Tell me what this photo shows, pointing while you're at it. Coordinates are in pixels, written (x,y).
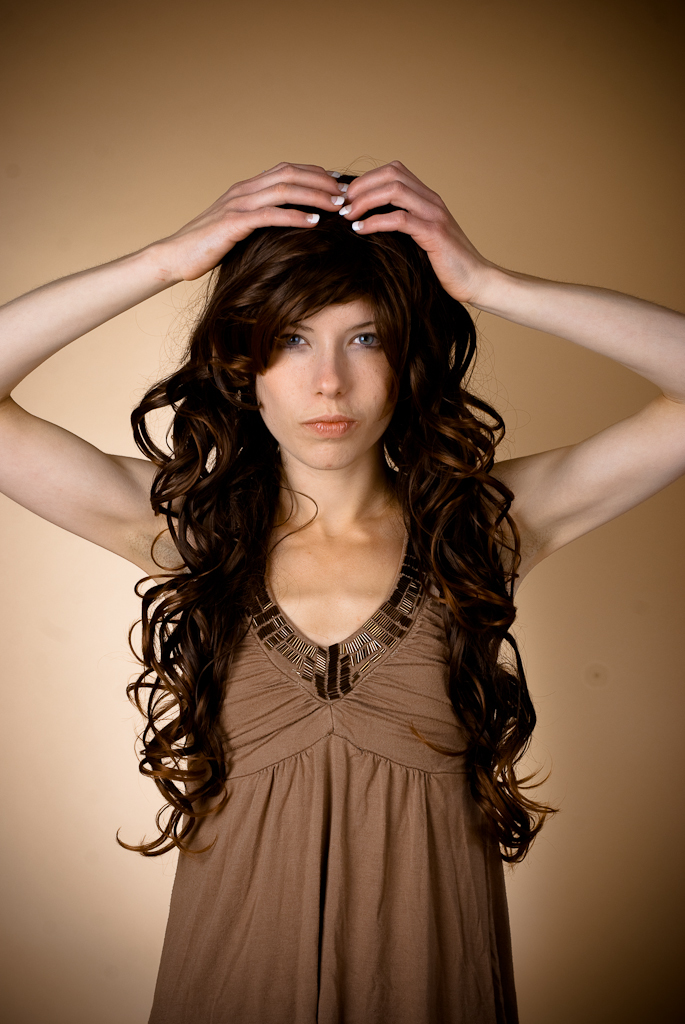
In this picture we can observe a woman (278,759) wearing brown color dress (246,737). We can observe a long hair (218,485). The background (38,127) is in brown color.
